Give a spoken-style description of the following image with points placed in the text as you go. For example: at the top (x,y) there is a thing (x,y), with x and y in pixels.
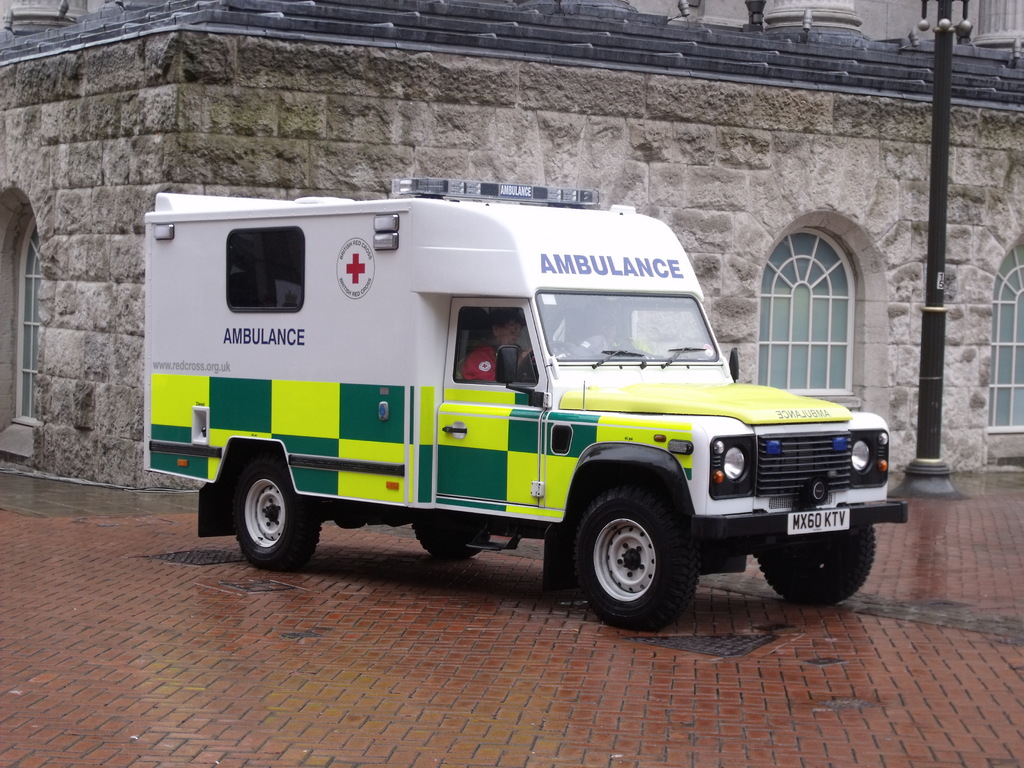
In the image there is an ambulance (362,405) on the road (801,676) with a building (471,96) behind it and a electric pole (929,473) on the right side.
